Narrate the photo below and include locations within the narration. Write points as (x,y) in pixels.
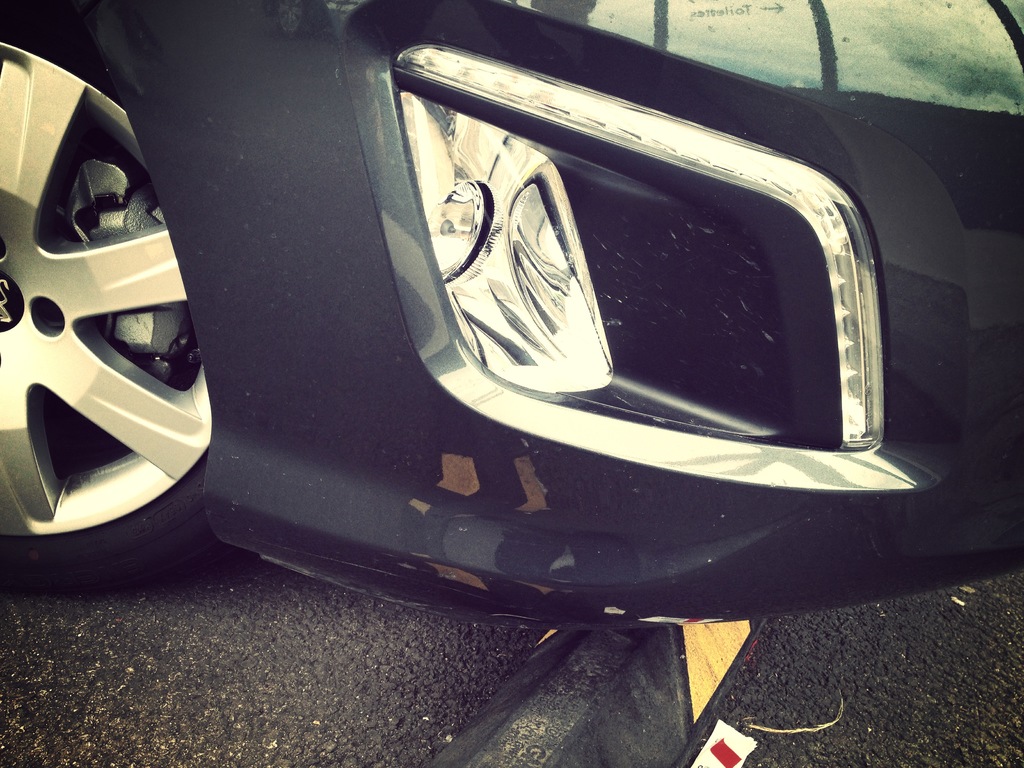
In the center of the image (461,348) there is a car tyre (107,576) and fog light (474,89). At the bottom of the image (917,677) there is road (791,693).
